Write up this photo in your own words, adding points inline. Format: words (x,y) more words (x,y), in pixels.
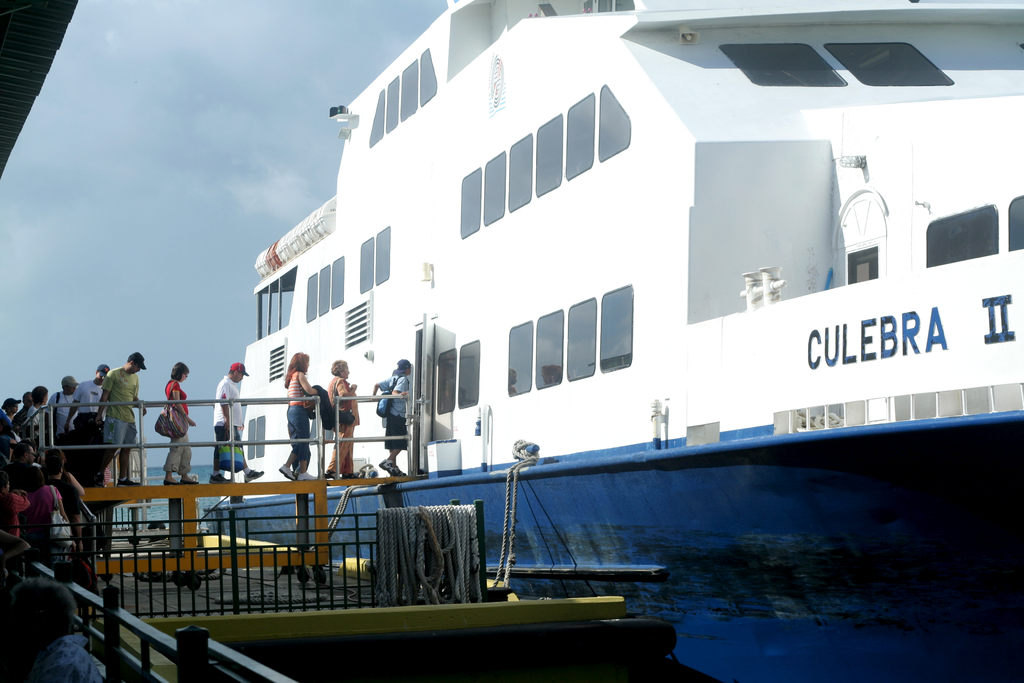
In this image we can see a ship (511,259). And we can see the people (63,382). And we can see the bridge (234,498). And we can see the metal railing (383,439) and the rope (415,555). And we can see the sky (121,124).
